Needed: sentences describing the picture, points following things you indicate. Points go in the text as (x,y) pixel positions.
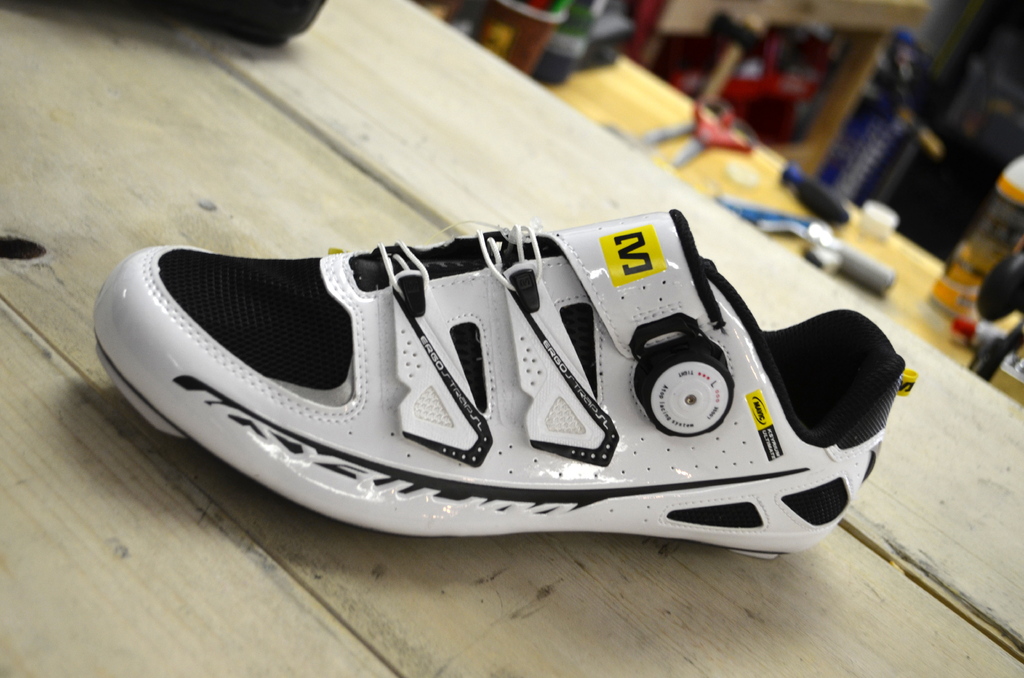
In the center of the image (548,368) there is a shoe (632,471) on the table (137,215). In the background of the image (602,35) there are objects (676,133) placed on the table (659,95).
